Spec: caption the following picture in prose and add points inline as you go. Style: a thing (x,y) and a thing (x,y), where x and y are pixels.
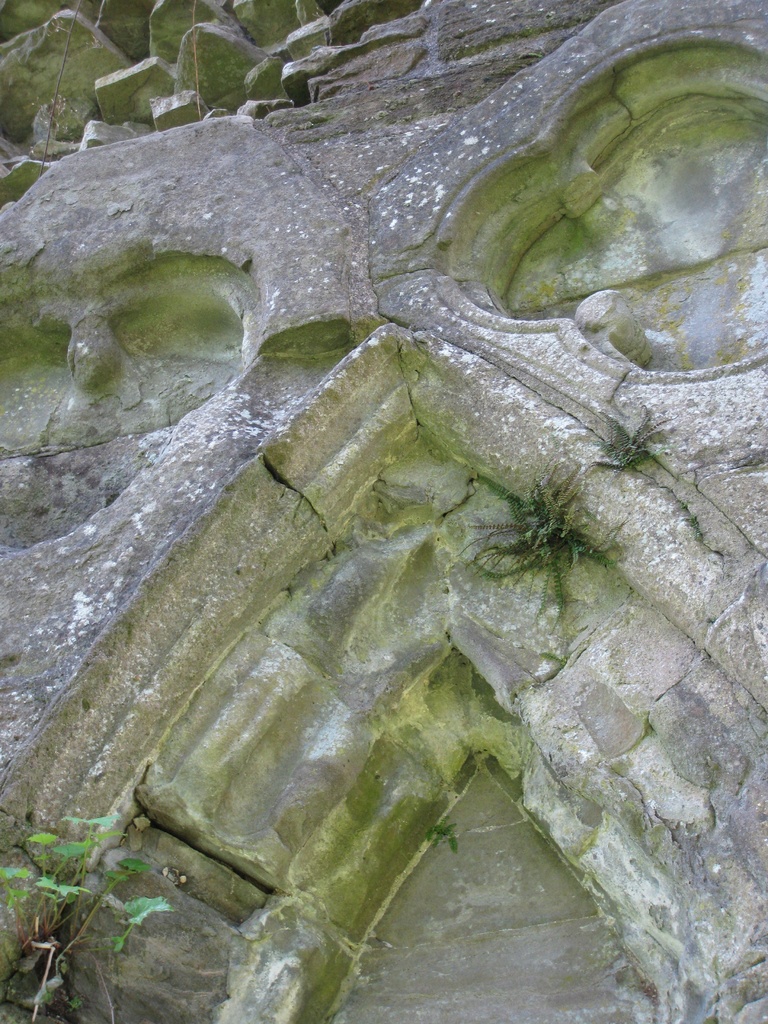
Here we can see a carved stone wall (303,825) and on it we can see grass (112,877) and small plants (47,917). At the top (131,114) we can see stones (234,93).
